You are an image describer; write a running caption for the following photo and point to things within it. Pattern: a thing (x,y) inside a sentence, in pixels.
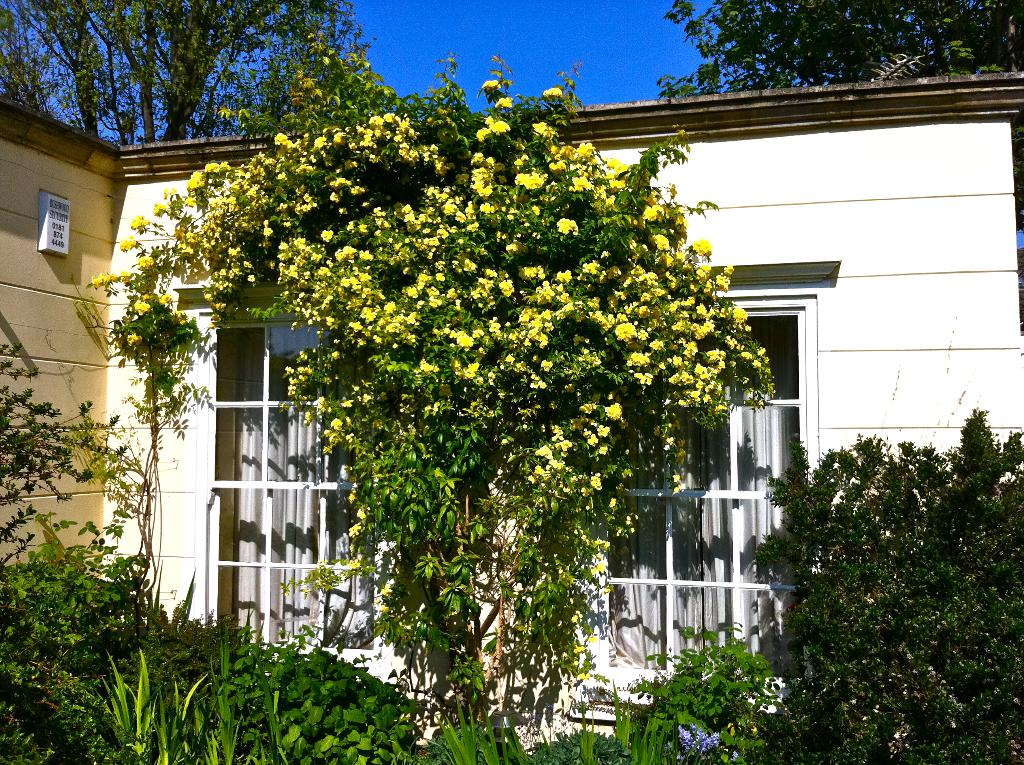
In this image there is a plant (444,542) in the middle (480,466) to which there are yellow color flowers (544,319). Behind the plant (419,256) there is a house (883,302) with the windows (344,553). At the bottom (318,723) there are so many flower plants (62,660). At the top (509,24) there is the sky (495,7). On the left side (61,206) there is a box (64,220) attached to the wall (28,214).
